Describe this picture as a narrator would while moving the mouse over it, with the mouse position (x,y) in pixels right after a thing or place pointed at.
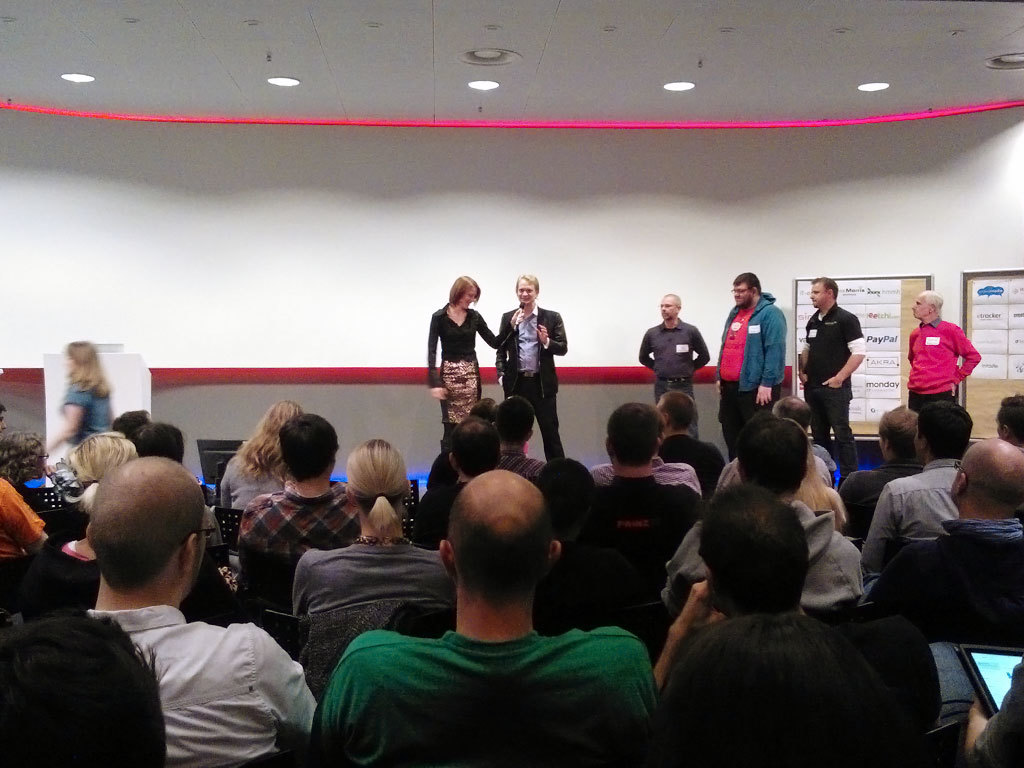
There are group of people (501,456) sitting on the chairs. I can see few people (662,340) standing. These are the ceiling lights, which are attached to the roof (673,82). I can see papers (885,318) attached to the wooden boards (979,382).
